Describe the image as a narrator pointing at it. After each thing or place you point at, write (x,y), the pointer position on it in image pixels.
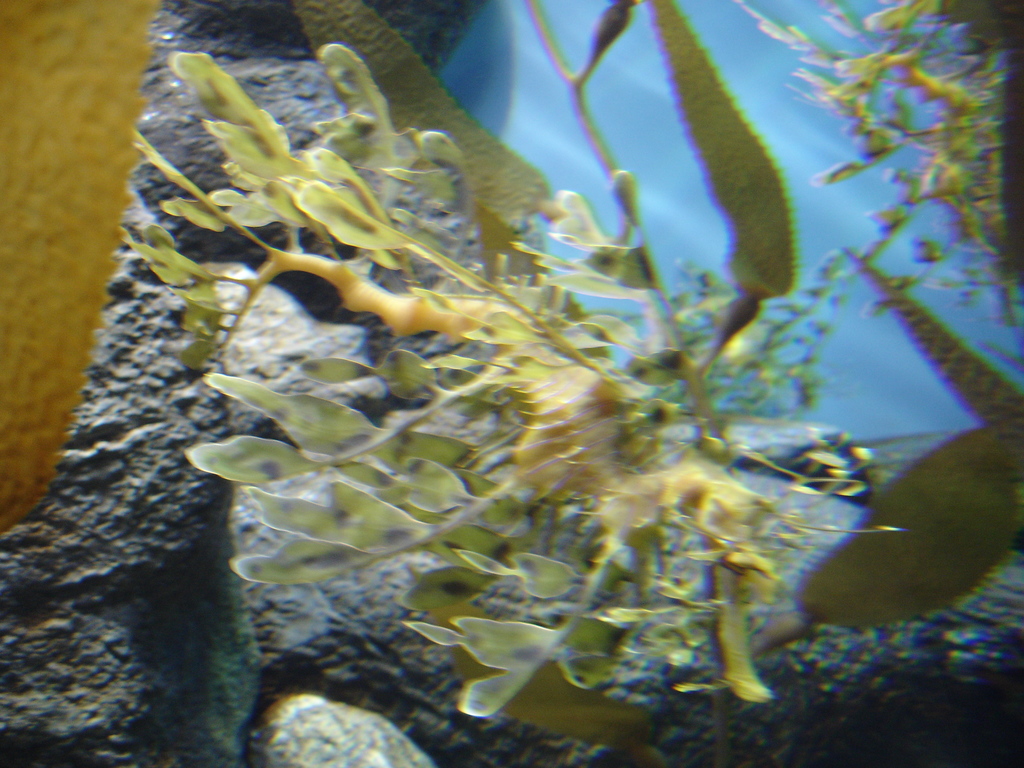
In this image we can see there is a plant (39,222) and rocks (217,30). And at the side, it looks like a water (691,266).
